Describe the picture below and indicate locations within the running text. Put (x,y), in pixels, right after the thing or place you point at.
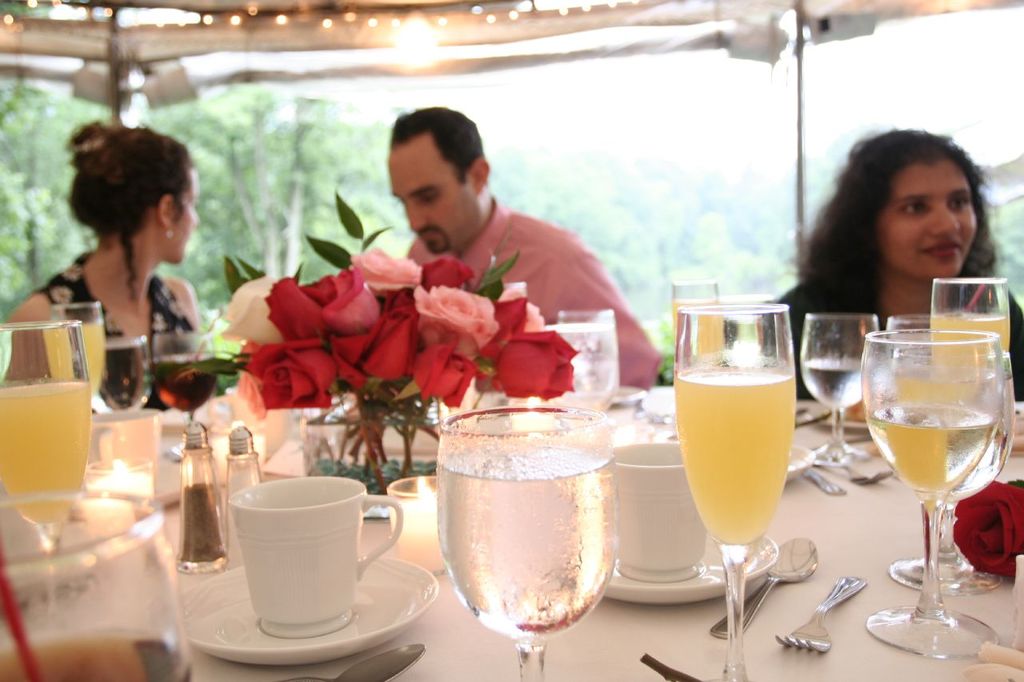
In the image we can see there are people (848,281) who are sitting on chair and on table (873,572) there are wine glass (607,567), juice glass (784,336), salt pepper bottles (187,457), plate (412,604), cup saucer (377,582), spoon (413,652) and knife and fork (819,615).
